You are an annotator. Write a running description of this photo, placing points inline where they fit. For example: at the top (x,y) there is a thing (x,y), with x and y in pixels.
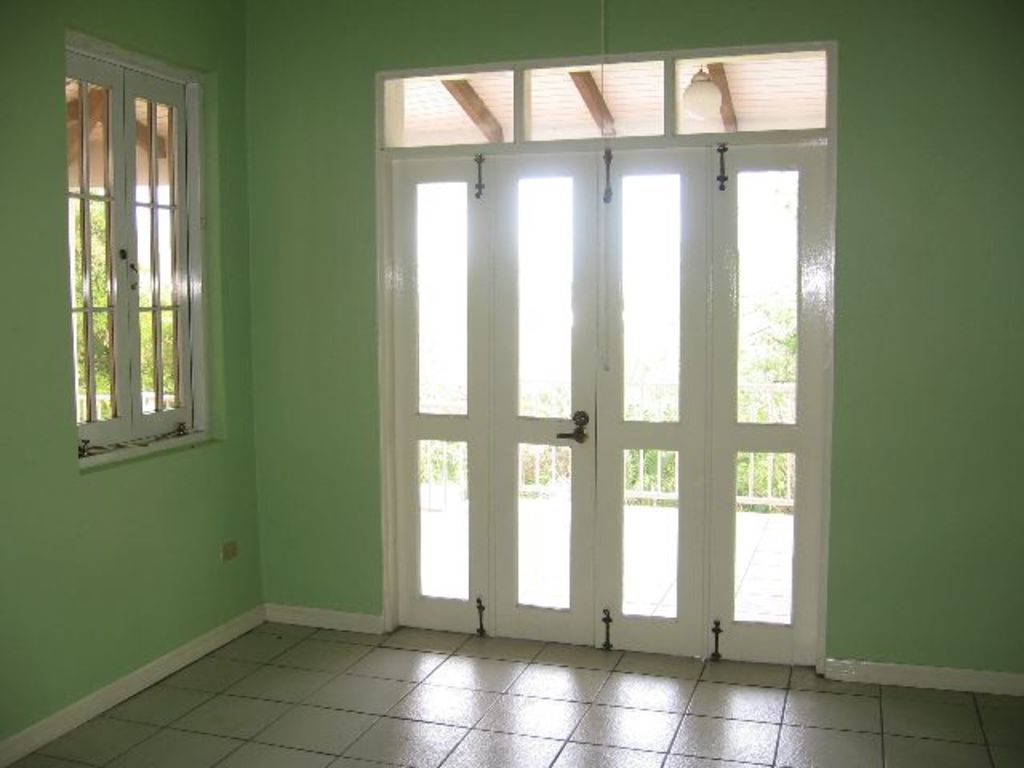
Here in this picture we can see the inner view of a room (311,547), as we can see the windows (123,298) and doors (481,223) present and through that we can see a railing (638,488) present and we can see plants (645,473) and trees (652,487) present outside and we can also see a light (694,105) hanging on the shed (727,82).
